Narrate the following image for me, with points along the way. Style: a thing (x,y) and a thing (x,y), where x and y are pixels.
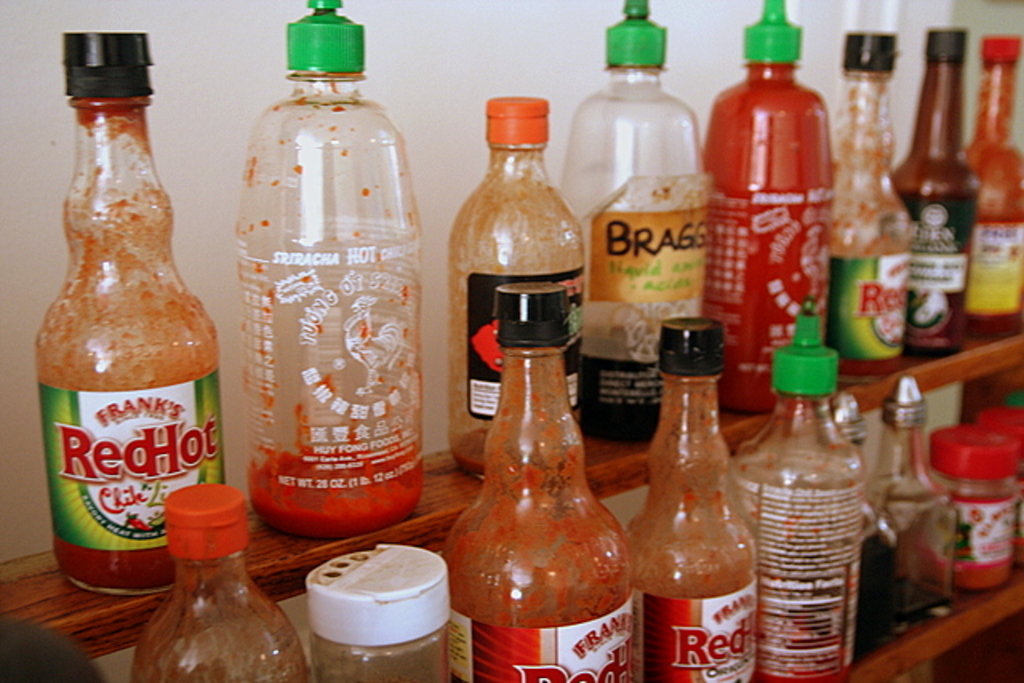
There are group of bottles (645,287) placed on a wooden stand (599,466).
